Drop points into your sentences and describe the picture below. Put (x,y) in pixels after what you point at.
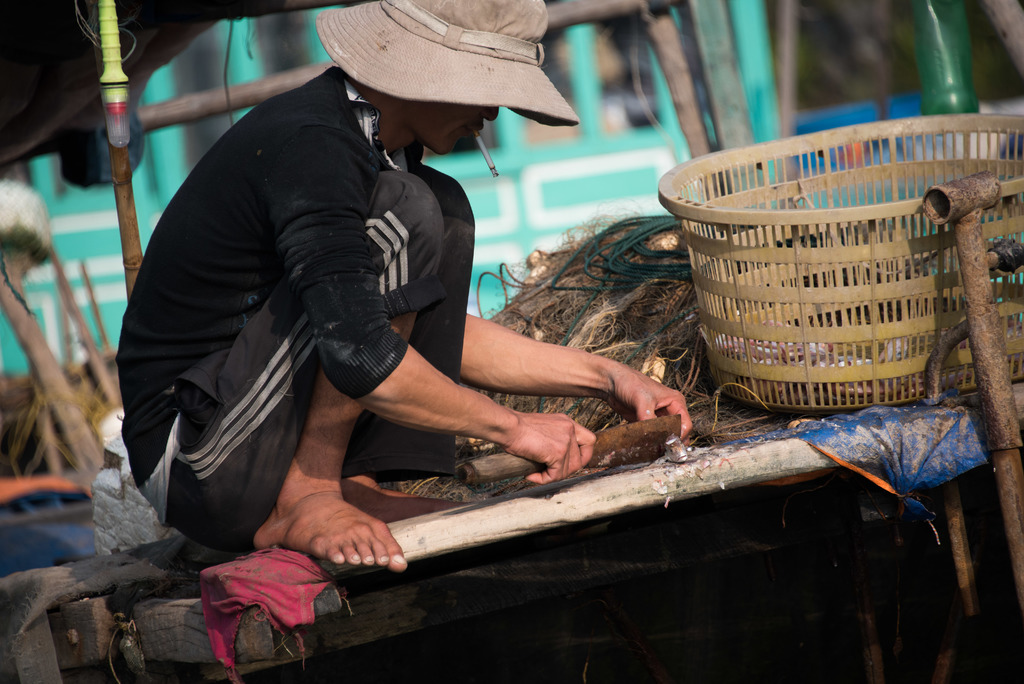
In this image there is a person (373,340) on the wooden planks (489,502). He is holding a knife (629,450) in his hand (661,414). He is having a cigarette (489,168) in his mouth (483,125). He is wearing a cap (504,60). Before him there is a basket (811,378) on the wooden planks (805,428). Behind him there are few metal rods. Background (599,153) there is a vehicle (246,32).
